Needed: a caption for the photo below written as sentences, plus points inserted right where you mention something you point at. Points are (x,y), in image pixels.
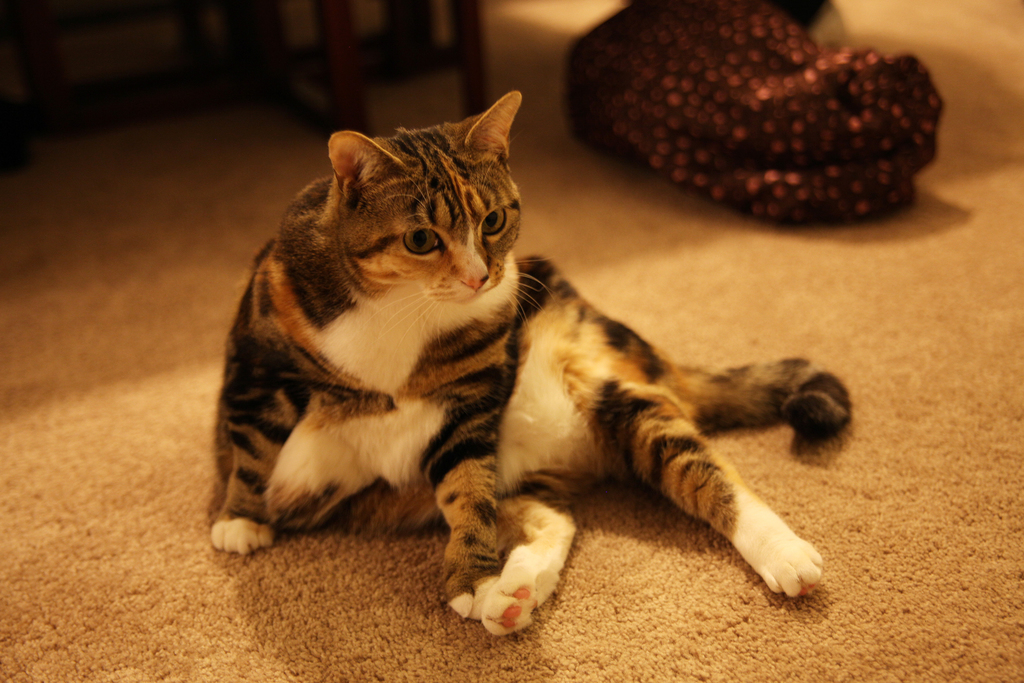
In this image I can see a cat (545,381) is sitting on the floor mat (603,594). On the right side (869,109) there is the cloth (853,113). At the top (348,123) there are wooden legs (343,99).
